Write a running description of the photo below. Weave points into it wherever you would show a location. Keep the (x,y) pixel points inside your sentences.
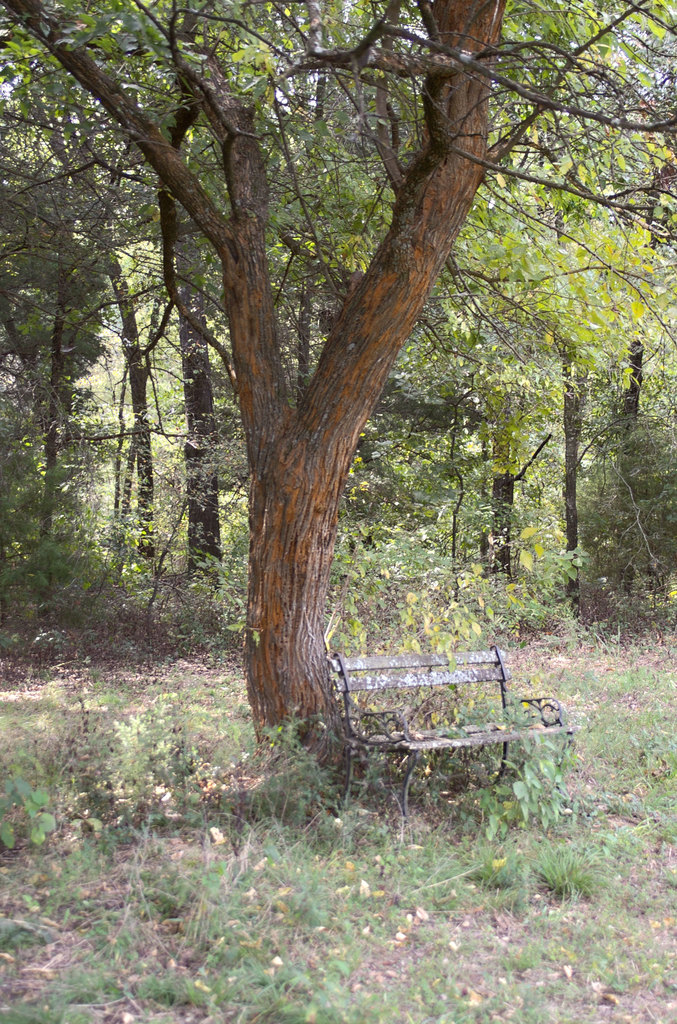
In this image in the front (280,870) there is grass (261,913) on the ground (268,880) and in the center (300,634) there is an empty bench (426,733) and there is a tree (280,566). In the background (153,303) there are trees (404,362) and plants (451,563).
